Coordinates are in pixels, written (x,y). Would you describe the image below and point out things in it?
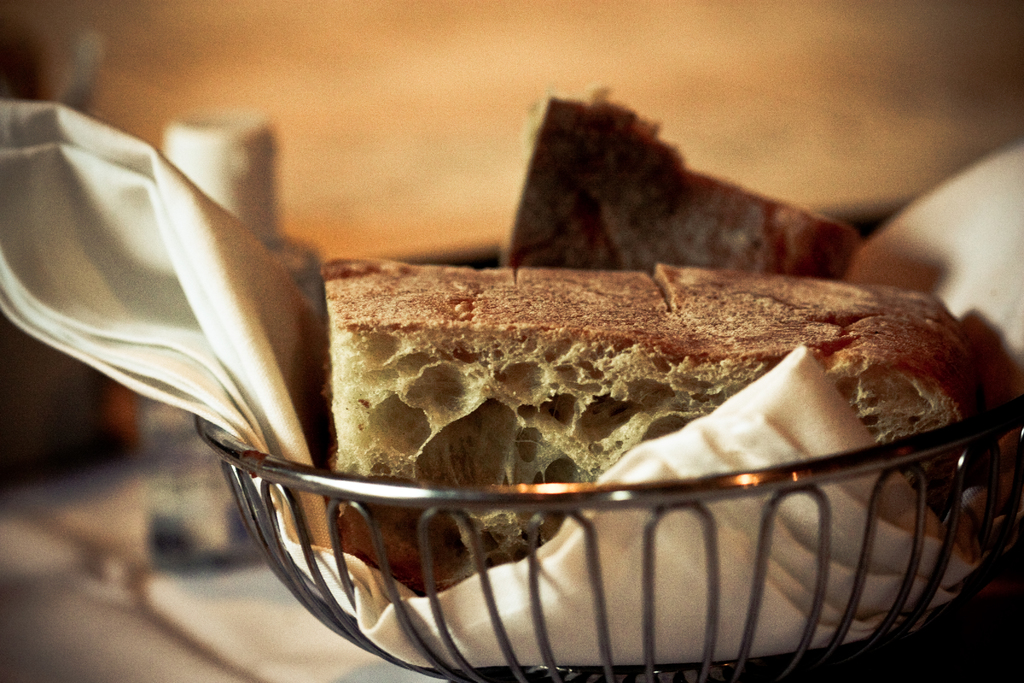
In this picture we can see bowl (311,544) with food (508,394) and cloth (92,280). In the background of the image (479,94) it is blurry.
